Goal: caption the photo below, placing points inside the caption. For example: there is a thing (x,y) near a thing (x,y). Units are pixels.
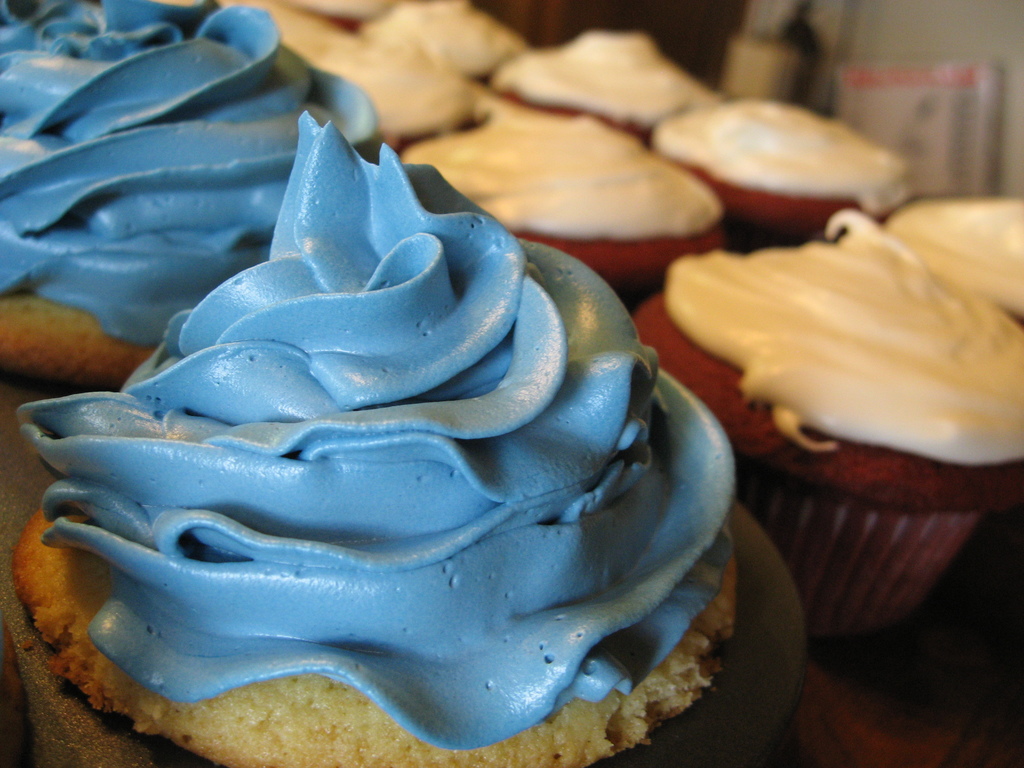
In this image, we can see few cupcakes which are placed on the table (816,671). In the background (917,52), we can also see a wall (951,46) and a white color board (953,110).
